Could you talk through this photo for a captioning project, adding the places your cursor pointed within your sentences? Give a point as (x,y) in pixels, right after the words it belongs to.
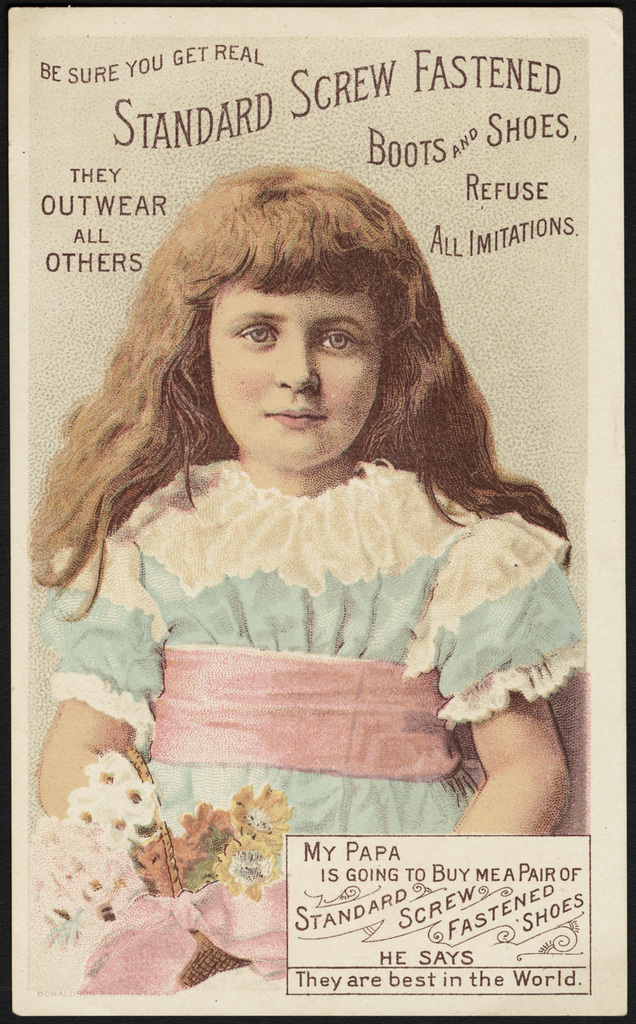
In this picture we can see some text (122,101) on top (431,87) and at the bottom of the picture (393,951). We can see a person (191,463) and a few flowers (110,832) in the bottom left (86,897). We can see the black borders (193,1020) on this image.
